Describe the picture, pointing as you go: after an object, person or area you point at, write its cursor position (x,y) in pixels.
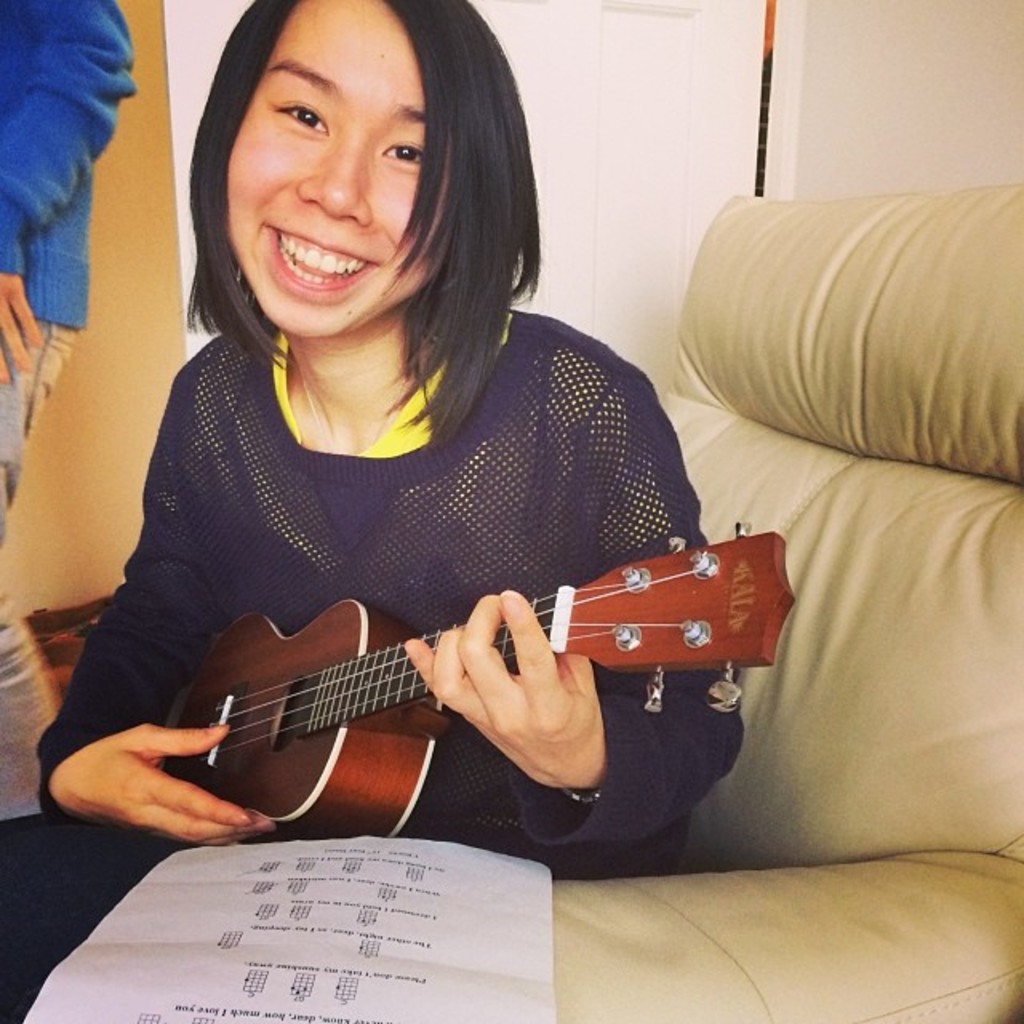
In this picture there is a woman (290,281) smiling, holding a guitar (335,709) in her hands (145,762) sitting in the sofa (822,707). There is a paper (308,913) in front of her. In the background (884,119) there is a wall (855,137).
